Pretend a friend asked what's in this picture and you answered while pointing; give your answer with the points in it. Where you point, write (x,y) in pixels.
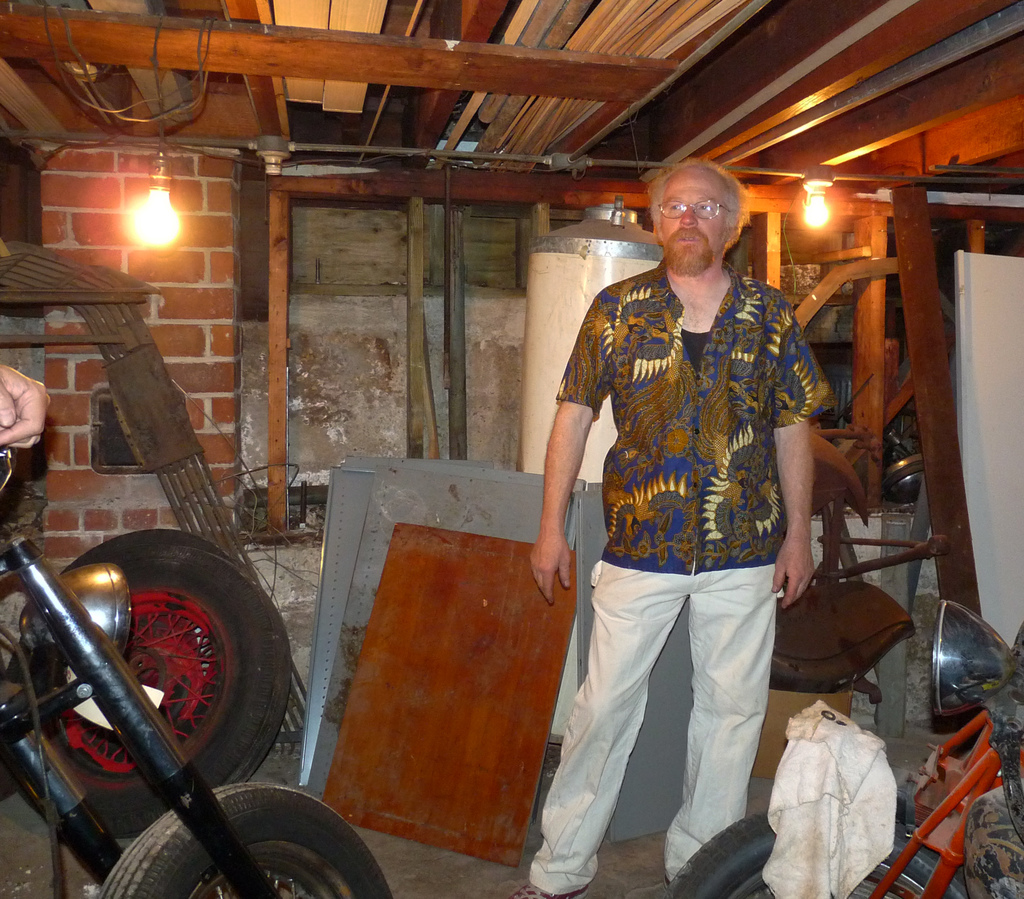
In this picture we can see some spare parts (49,763) inside the room (465,856) and one person (669,568) is standing, we can see two lights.
